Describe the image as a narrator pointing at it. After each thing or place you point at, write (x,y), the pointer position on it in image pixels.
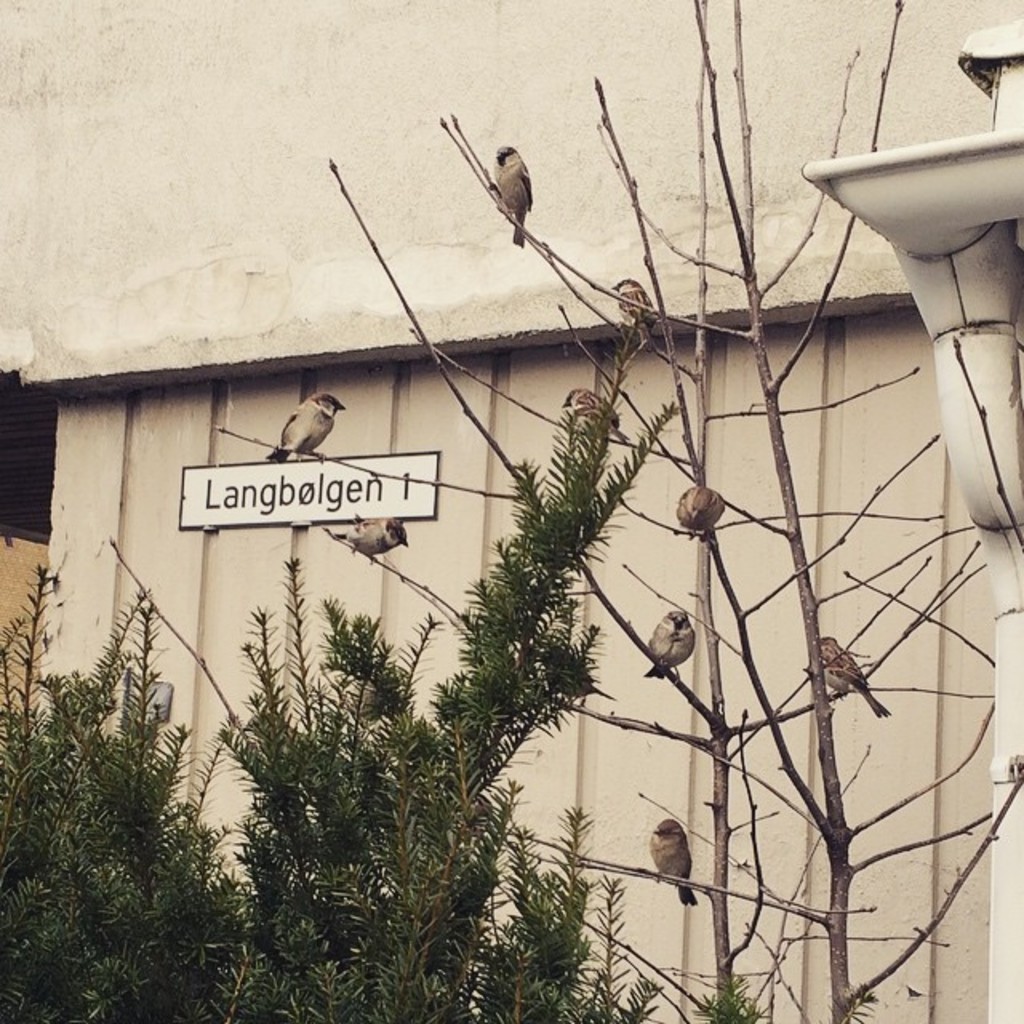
In this picture we can see birds (657,829) on branches (620,503), trees (179,944), pipe (1016,73) and in the background (968,131) we can see a name board (311,517) on the wall (254,642).
